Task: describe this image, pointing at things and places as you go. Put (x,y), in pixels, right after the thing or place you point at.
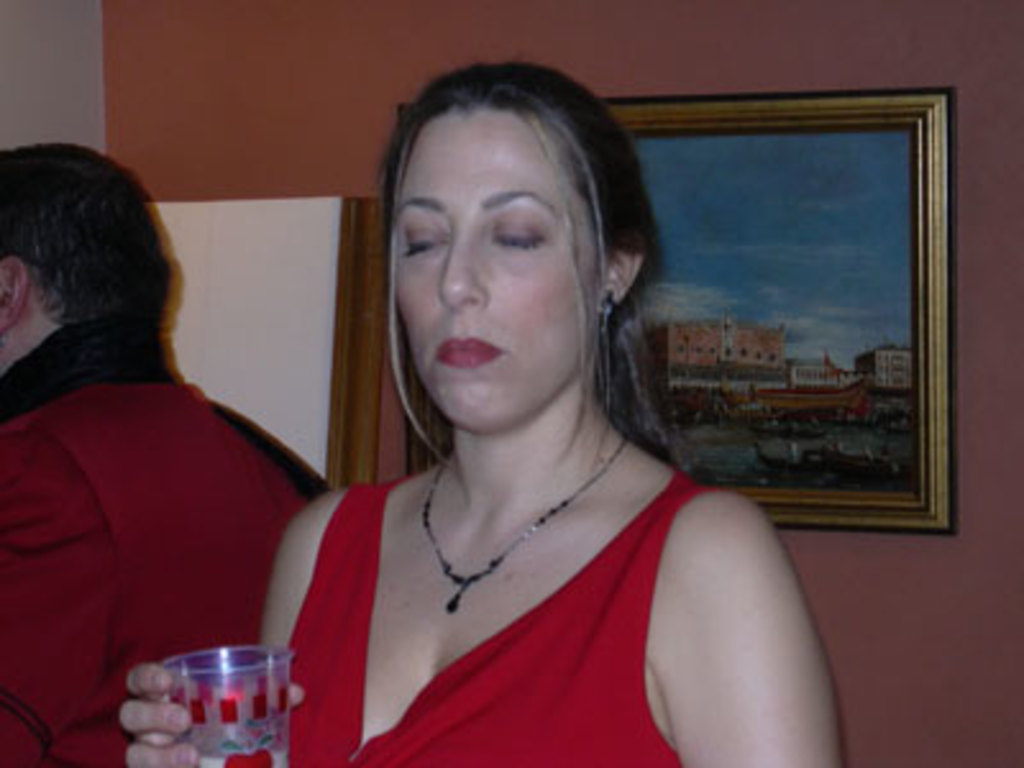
This image is clicked inside a room (310,380). There are two persons (352,495) in this image. In the front (403,401) there is a woman (592,348), she is wearing red dress (518,656). She is holding a cup (227,691). There is photo frame (805,206) behind her.
